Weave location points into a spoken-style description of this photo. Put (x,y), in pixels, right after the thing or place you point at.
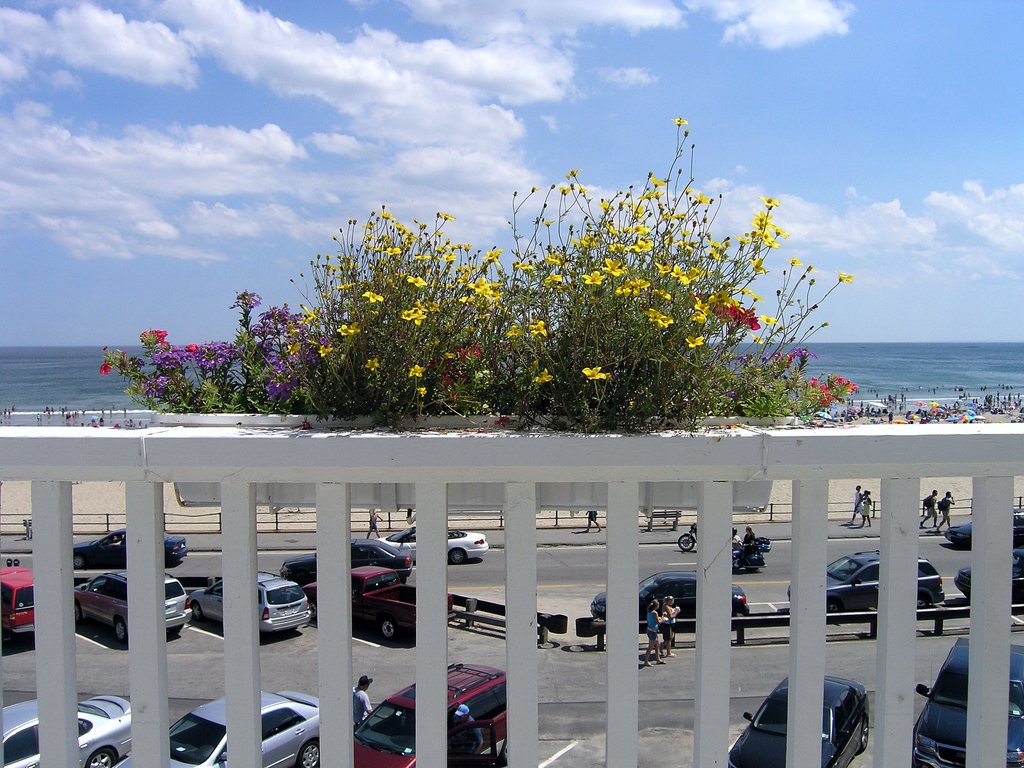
In the image there is a railing (47,646). On the railing (989,638) there are plants (383,357) with yellow, violet and red flowers (755,268). Behind the railing (984,608) there are few cars (82,551) and few people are on the road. And also there is a footpath (929,524) few people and railing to it. Behind the plants (816,410) there are many people (987,399) on the seashore (134,414) and also there is water (894,382). At the top of the image (235,152) there is a sky (319,142) with clouds (801,215).
